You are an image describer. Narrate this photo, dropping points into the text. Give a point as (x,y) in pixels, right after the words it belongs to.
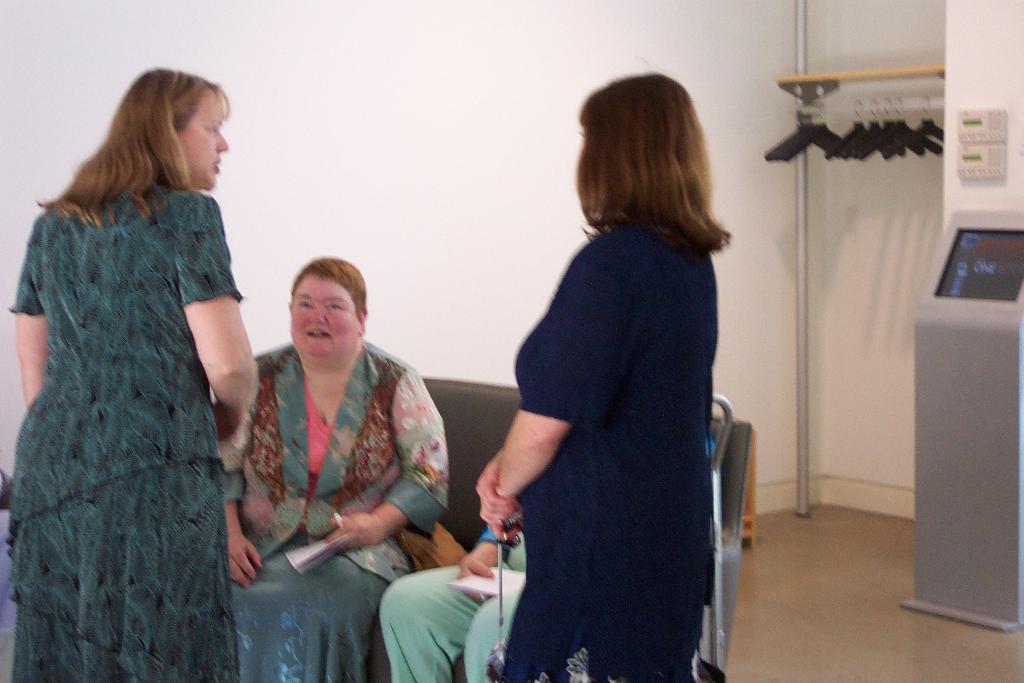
As we can see in the image there is a white color wall (521,253) and a few people (534,553) over here. Few of them (489,551) are sitting on bench (453,517).
